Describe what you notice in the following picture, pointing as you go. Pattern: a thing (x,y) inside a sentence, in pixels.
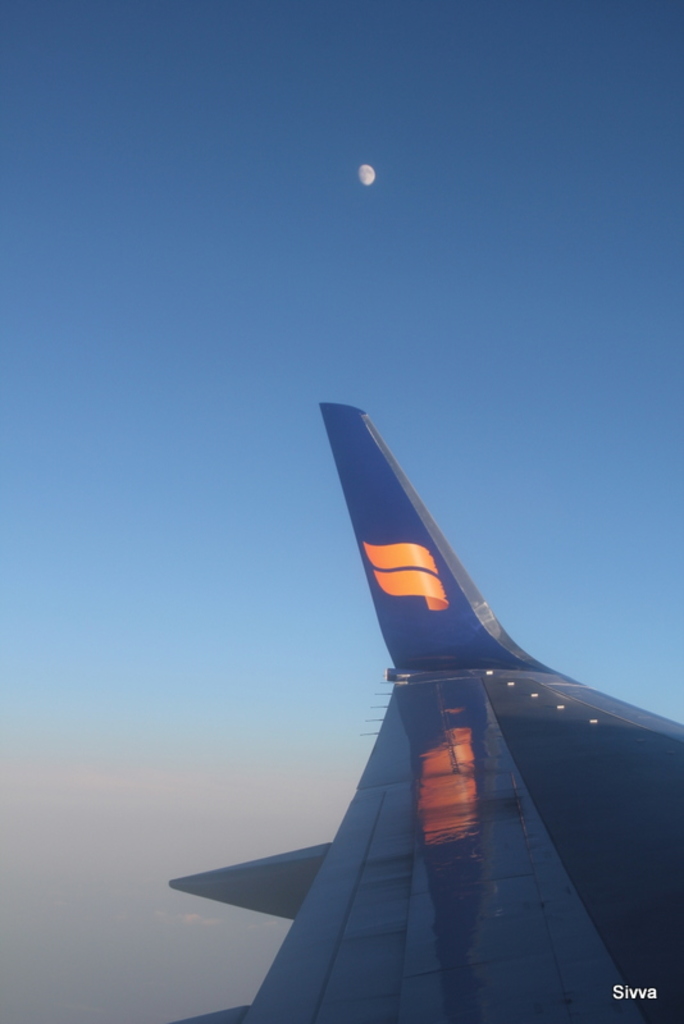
There is a wing (480,757) of a plane (439,721) at the bottom of this image (431,714), and there is a sky (345,530) in the background (502,375). There is a moon (369,178) at the top of this image (370,180).
